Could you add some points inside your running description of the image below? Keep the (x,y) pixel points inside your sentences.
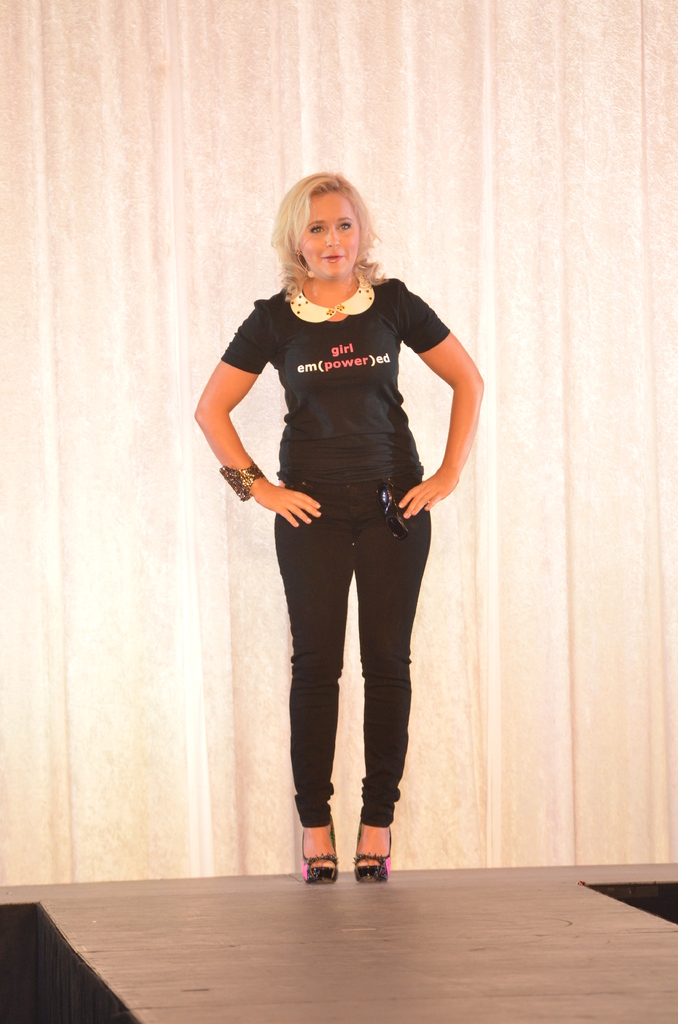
This image consists of a woman (310,735). She is wearing a black T-shirt (319,388) and a black pant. At the bottom (453,999), there is a floor (464,954). In the background (158,462), there is a curtain (259,389).
